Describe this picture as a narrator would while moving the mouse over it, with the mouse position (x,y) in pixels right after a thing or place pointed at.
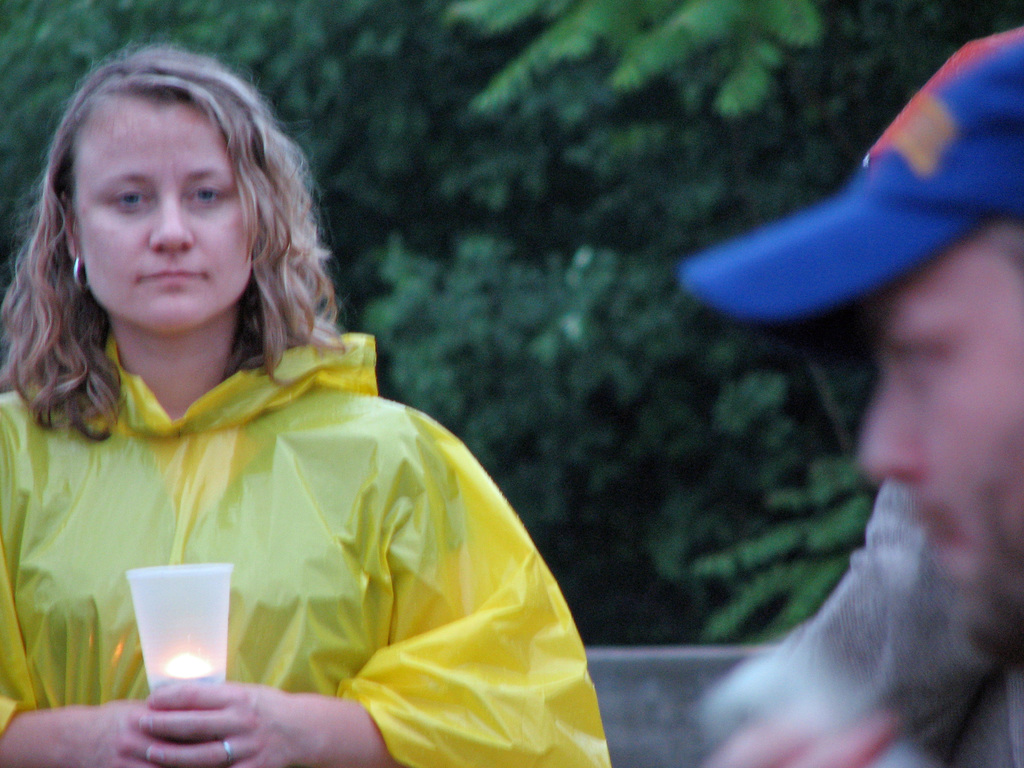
In this image there is a lady (3,554) wearing yellow color coat (264,539) and holding a light (190,595) in her hand (249,694), on the right side (890,577) there is a person (918,235), in the background (662,473) there are trees (514,64) and it is blurred.
